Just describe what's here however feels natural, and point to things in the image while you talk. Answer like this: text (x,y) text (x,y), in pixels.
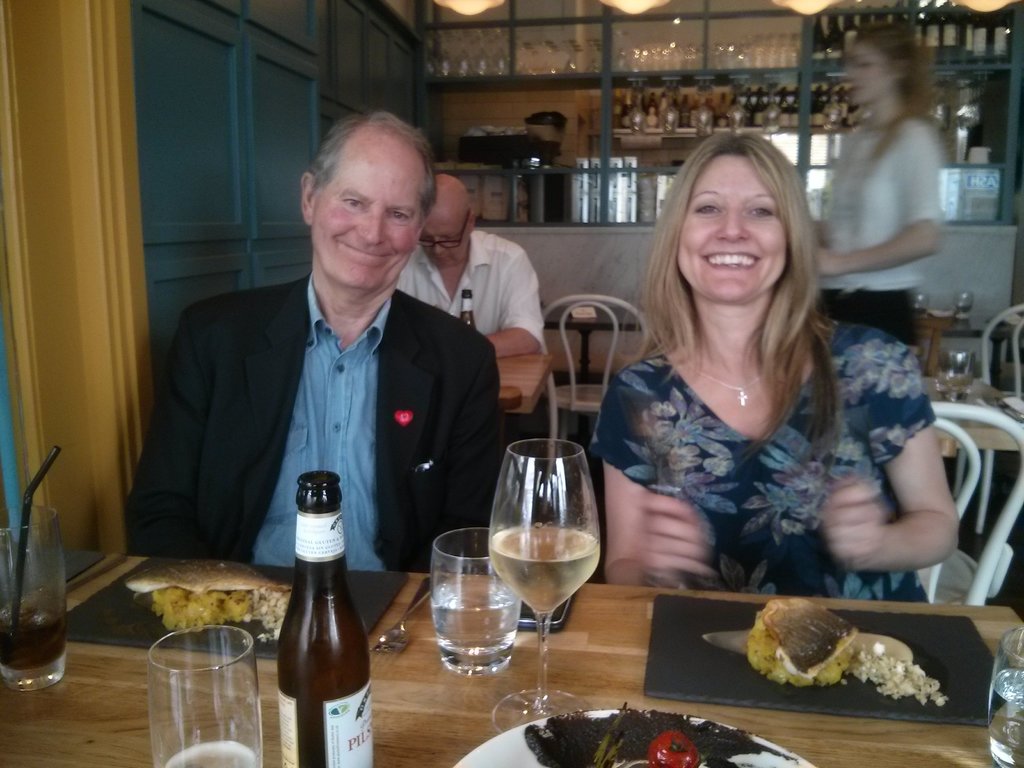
This picture shows a restaurant (513,179) where few people (408,153) seated and a woman (835,227) standing we see wine bottles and bottle (363,745) and some food (620,755) on the table (776,726).
